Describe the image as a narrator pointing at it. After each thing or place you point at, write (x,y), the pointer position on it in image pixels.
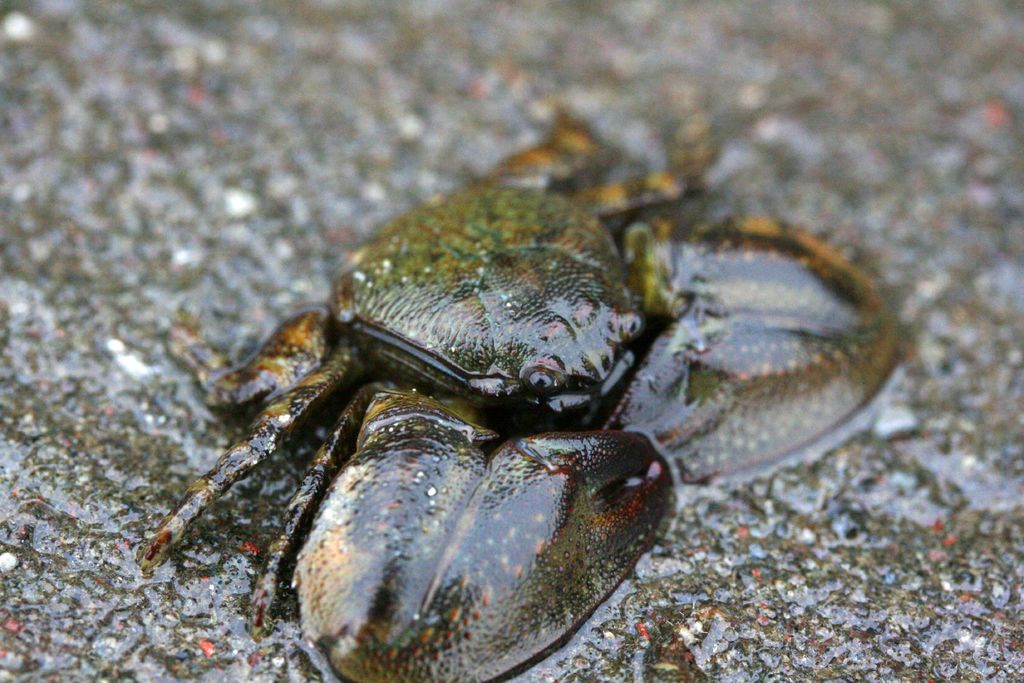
In the center of the image (526,387) we can see a crab (509,440). In the background (523,64) there is a rock (248,298).
